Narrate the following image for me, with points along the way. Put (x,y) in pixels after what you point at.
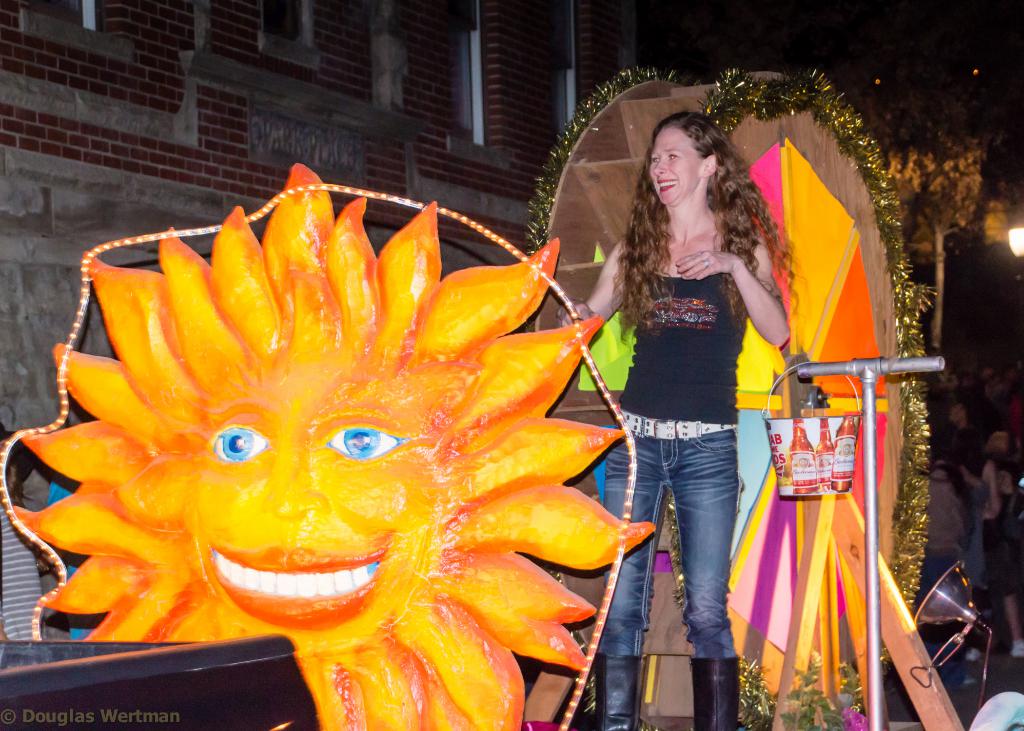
In this image we can see a women (686,398) wearing black t-shirt (694,371) and long boots (723,718) is standing on the surface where few decorative items (382,430) are placed. Here we can see a pole (841,367) where a bucket (801,442) is hanged also we can see the lights (937,593). In the background (349,20), we can see a brick wall (436,78), trees (893,108), few people (966,488) standing here and lights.
